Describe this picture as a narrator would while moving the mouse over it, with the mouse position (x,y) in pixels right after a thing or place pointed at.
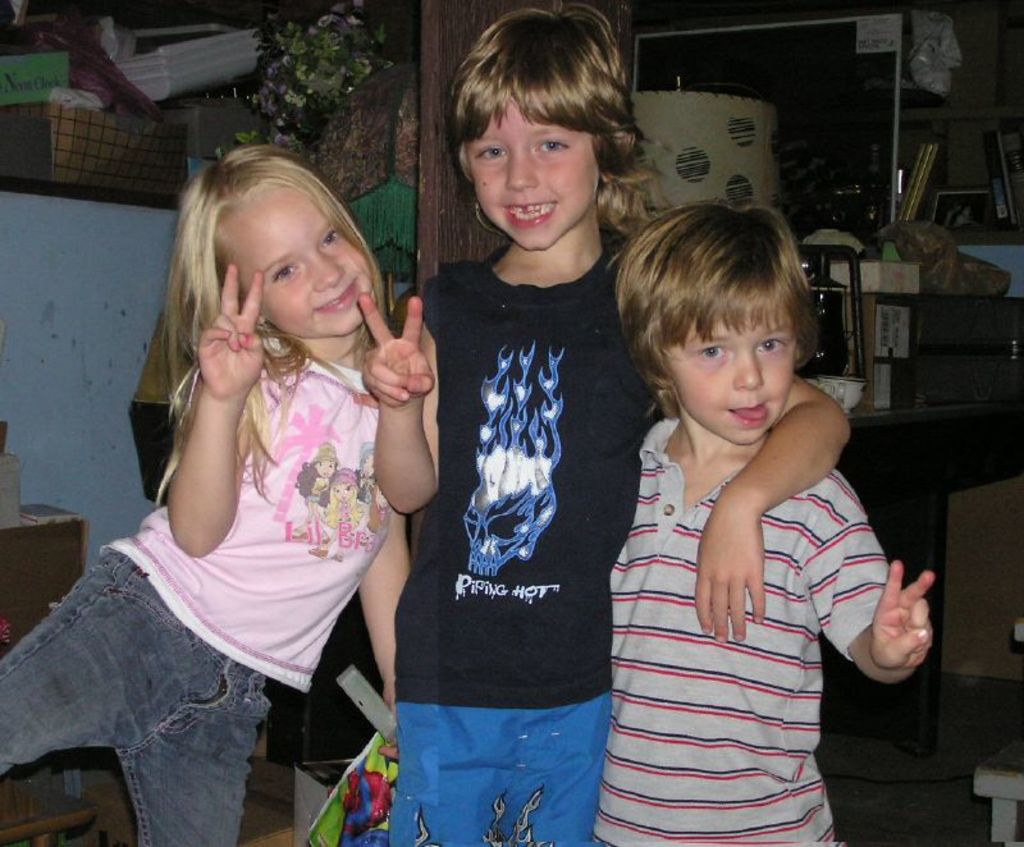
In this image we can see children (302,522) standing. One girl (310,537) is showing a peace sign with her hand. On the right side of the image (885,397) we can see group of objects (921,178) and a bowl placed on the table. On the left side of the image (43,160) we can see group of objects (85,139) placed on the surface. At the bottom of the image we can see some chairs (981,790).
